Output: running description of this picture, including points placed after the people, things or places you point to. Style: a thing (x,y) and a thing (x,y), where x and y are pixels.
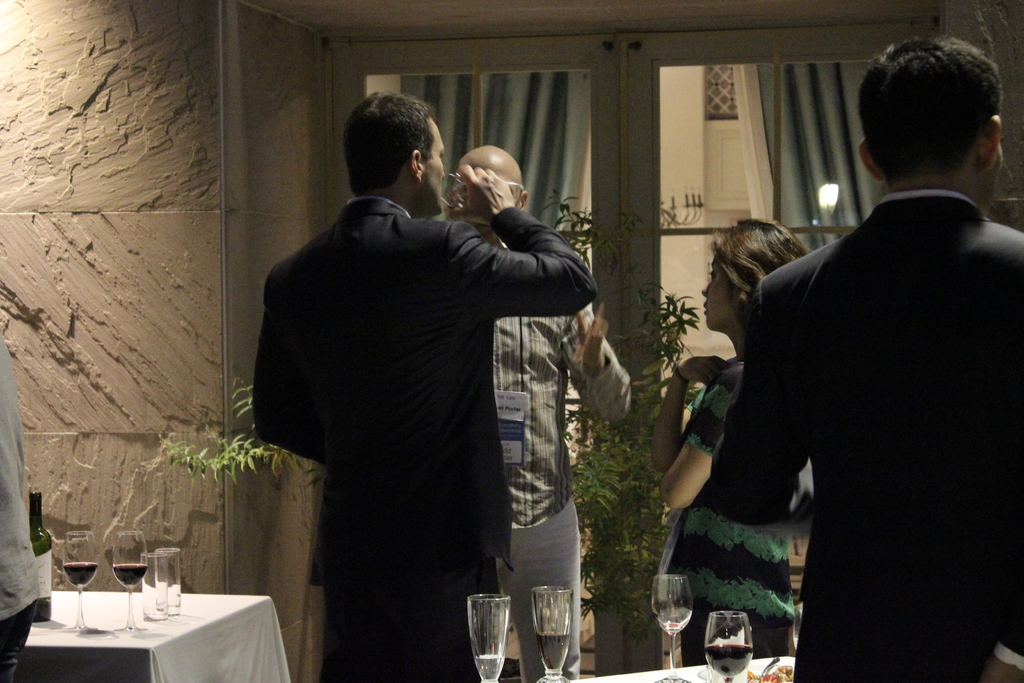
In this image there are group of people (759,447) standing together in which one of them holding a glass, behind them there is a glass wall (594,628) and some plants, also there is a table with some many glasses (736,641) with wine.
